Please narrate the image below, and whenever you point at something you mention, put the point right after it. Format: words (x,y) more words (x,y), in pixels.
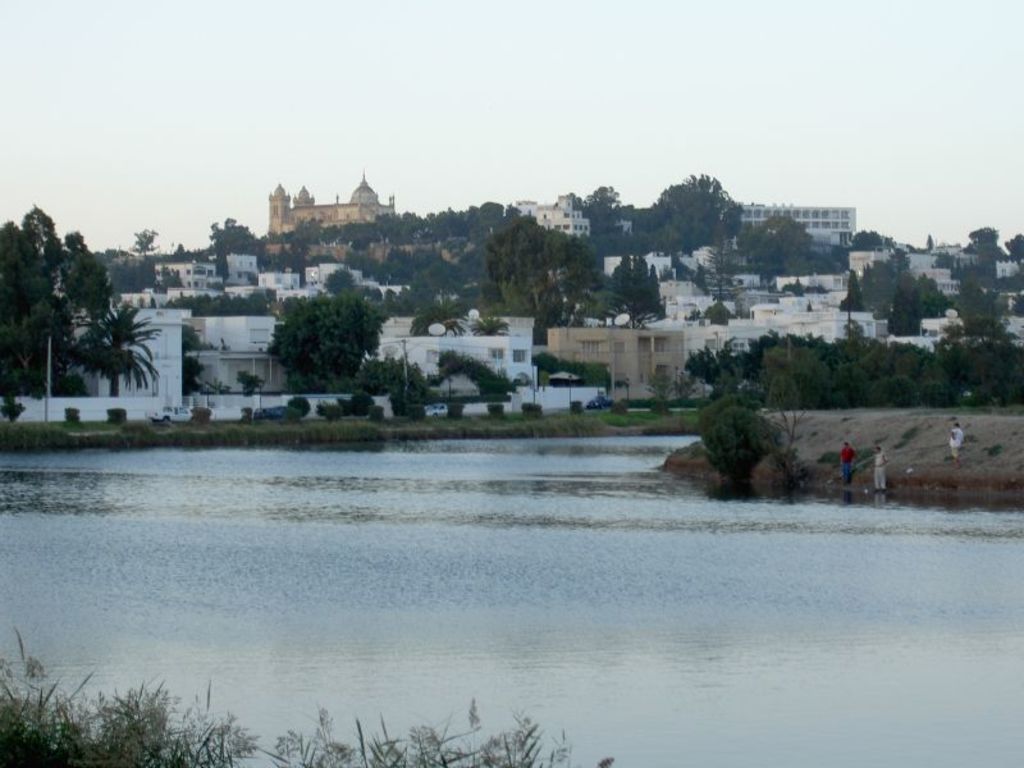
As we can see in the image there is water (494,658) and at the top (355,74) there is sky (602,40). There are plants (460,363), trees (452,276) and buildings (281,285).
